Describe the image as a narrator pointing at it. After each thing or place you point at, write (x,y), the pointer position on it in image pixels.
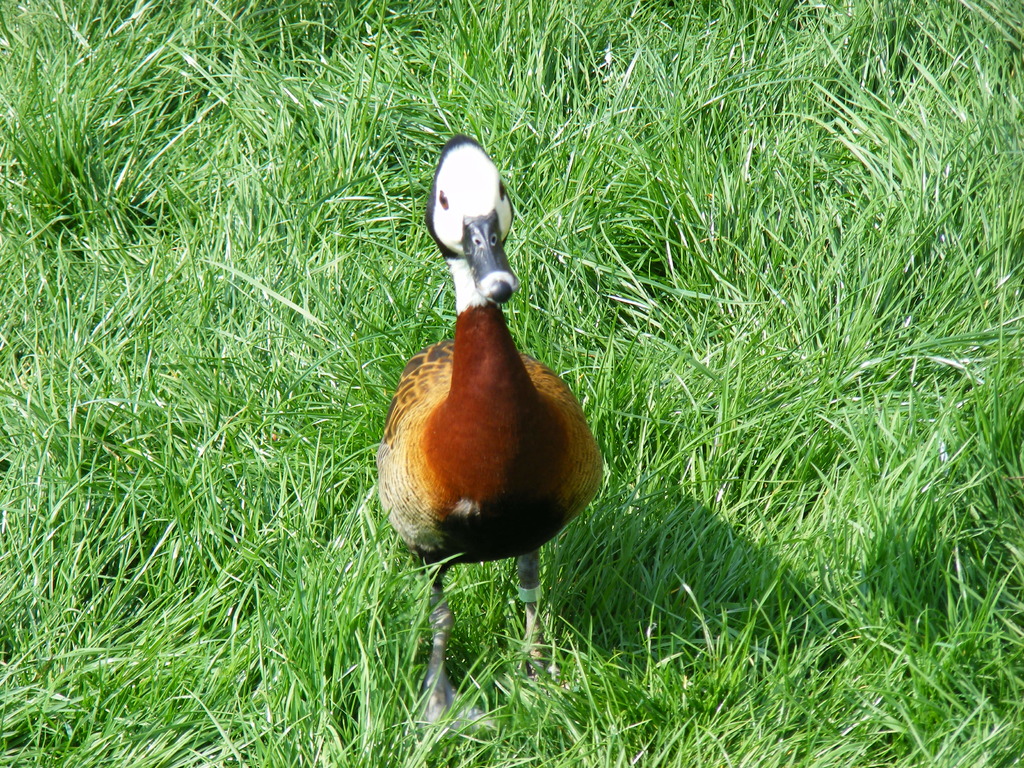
In the image, we can see bird (517,436). Background (254,6) we can see grass (716,294) all over the image.
